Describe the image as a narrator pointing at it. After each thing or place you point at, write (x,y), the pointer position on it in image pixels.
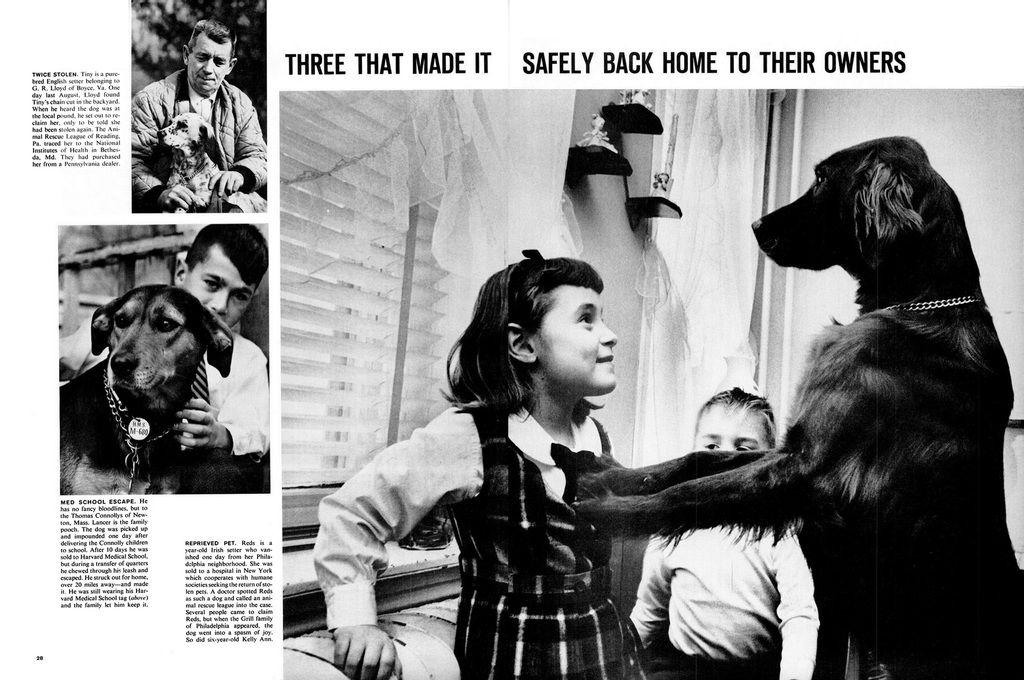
In this picture we can see the newspaper (626,349). On the right (731,517) there is a dog (931,434) who is standing near to the girl (594,436). Beside her we can see the boy (730,603) who is standing near to the window (424,314) and window blind (418,334). On the left (242,284) we can see a boy (238,385) who is holding a dog's neck (199,361). In the top left corner (246,116) there is a man (246,155) who is sitting near the dog (188,181). Beside him there is a tree (184,19). In the bottom left (199,553) we can see the quotations (146,584).
